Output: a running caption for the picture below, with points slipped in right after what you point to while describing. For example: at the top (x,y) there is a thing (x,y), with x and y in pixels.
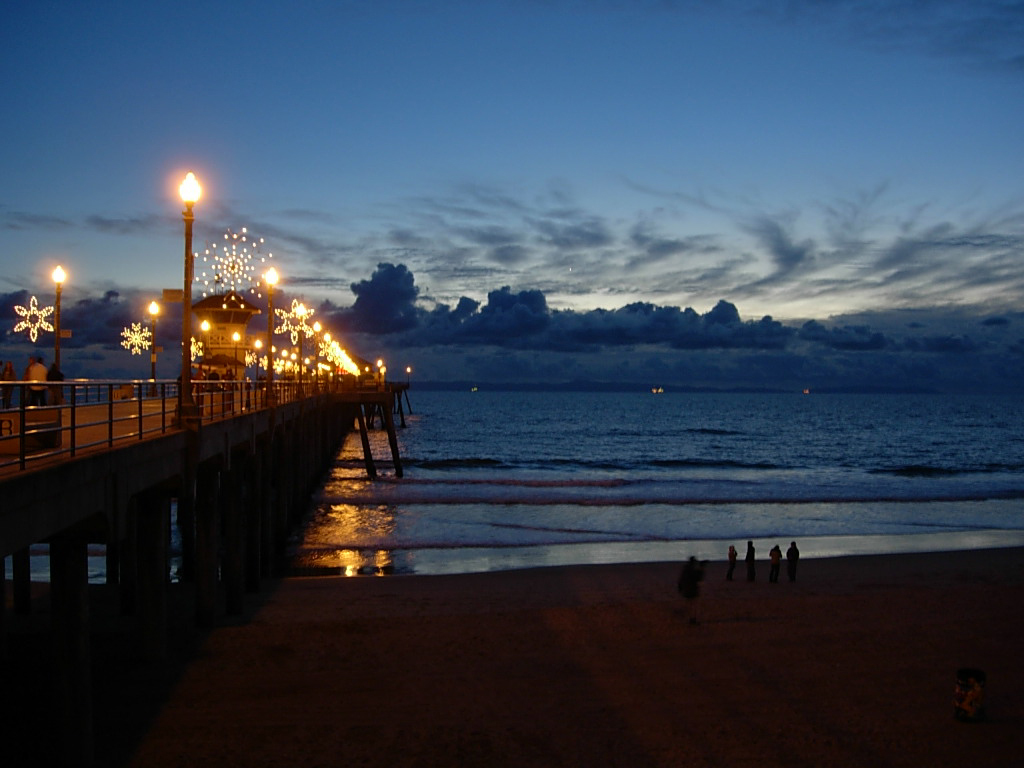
In this picture there is a bridge (104,424) in the left corner (254,391) which is decorated with lights (338,354) on either sides of it and there is water (544,451) beside it and there are few persons (753,549) standing in the right corner (776,563).
